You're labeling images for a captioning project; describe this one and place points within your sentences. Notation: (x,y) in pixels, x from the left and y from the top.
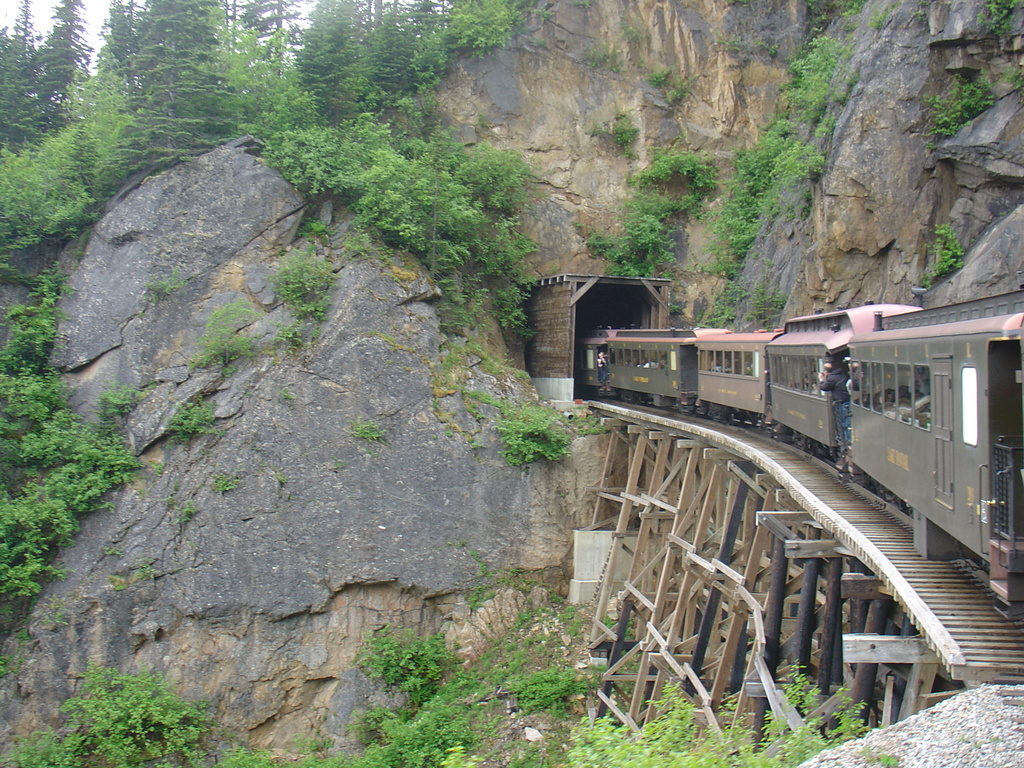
We can see train (901,446) on track (950,585) and we can see plants (668,718), trees (16,87) and hill (201,312).
